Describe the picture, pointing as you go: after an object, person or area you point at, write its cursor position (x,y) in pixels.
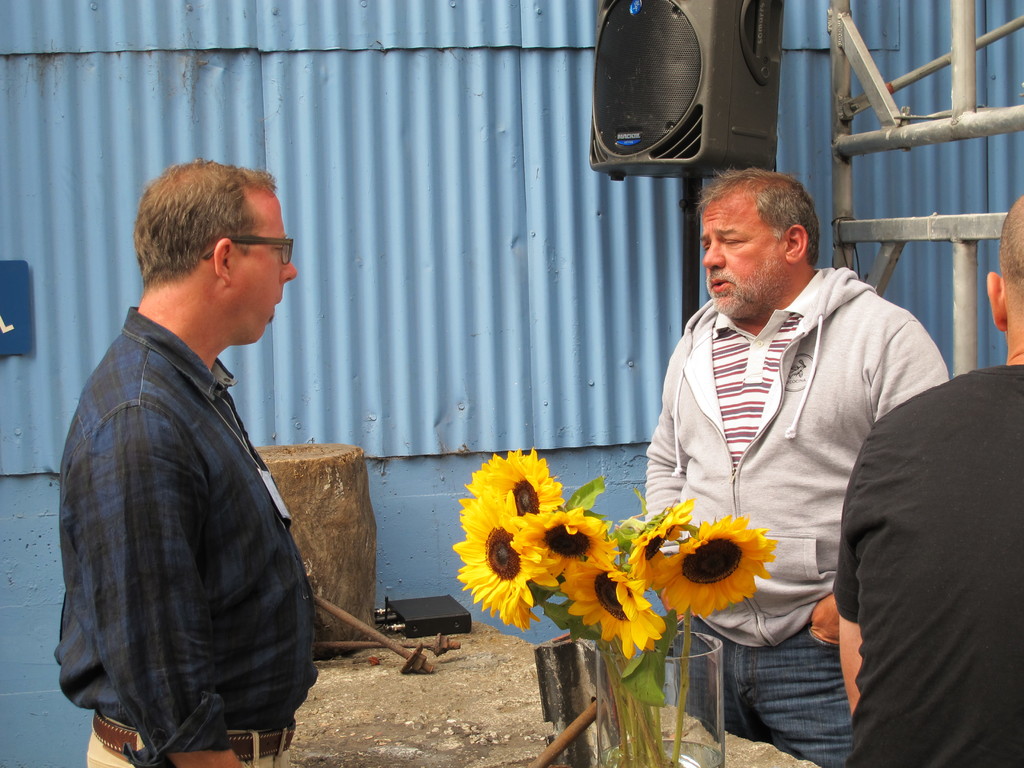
In this picture we can see three men (810,490), we can see a glass (696,725) in the front (687,736), there are some sunflowers (757,541) in this glass (711,720), on the right side (855,74) there are metal rods (870,98), we can see a speaker (716,130) and blue color sheets (456,123) in the background (368,238), there is some wood (336,524) in the middle (344,498).
